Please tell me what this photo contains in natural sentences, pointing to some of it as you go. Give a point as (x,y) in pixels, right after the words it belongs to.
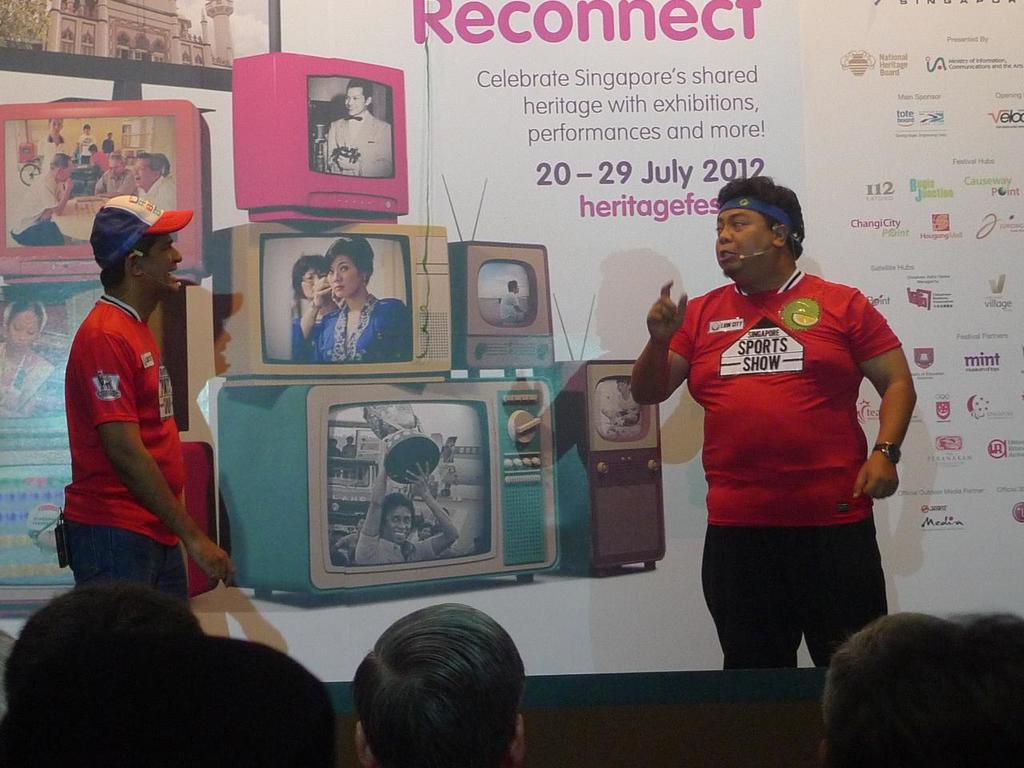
In this picture there is a man (831,397) who is wearing t-shirt (830,398), mic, watch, and trouser (816,596). He is standing on the stage (770,732). On the left (113,356) there is a man (113,356) who is wearing cap (121,252), t-shirt (102,514) and jeans (160,571). He is standing near to the banner (358,442). in the banner (379,72) we can see persons images (464,417), television (445,355), company logos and quotations (660,135). At the bottom (359,663) we can see the group of persons (380,730) watching the play.
